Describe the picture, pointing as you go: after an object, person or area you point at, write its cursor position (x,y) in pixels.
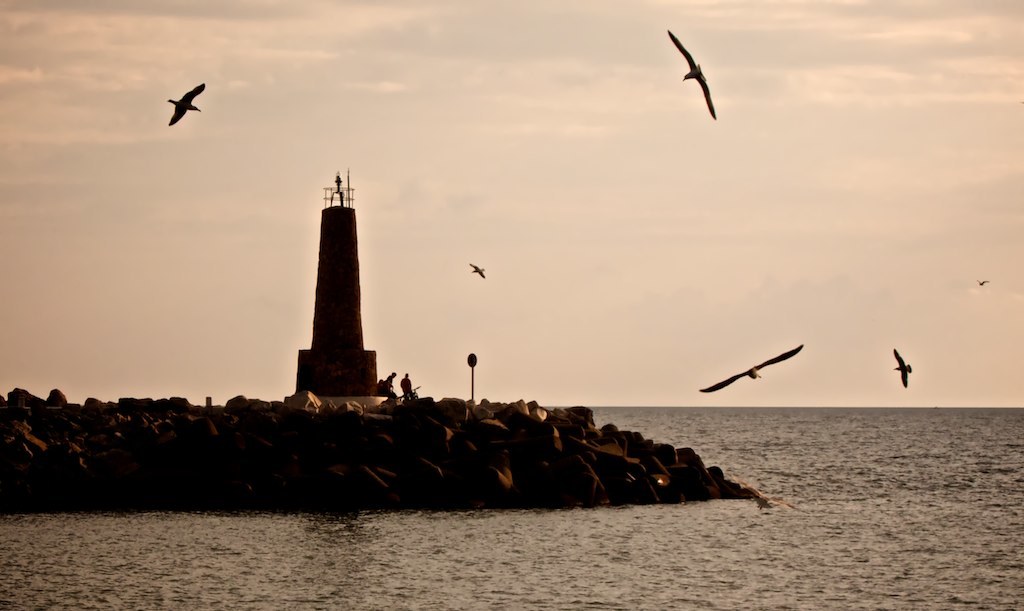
In this image there is the sky (671,132) towards the top of the image (745,129), there are birds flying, there is a tower (330,291), there are two men (381,388) sitting, there are rocks (279,466) towards the left of the image (184,454), there is a pole (474,382), there is a board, there is water (728,566) towards the bottom of the image (808,557).
